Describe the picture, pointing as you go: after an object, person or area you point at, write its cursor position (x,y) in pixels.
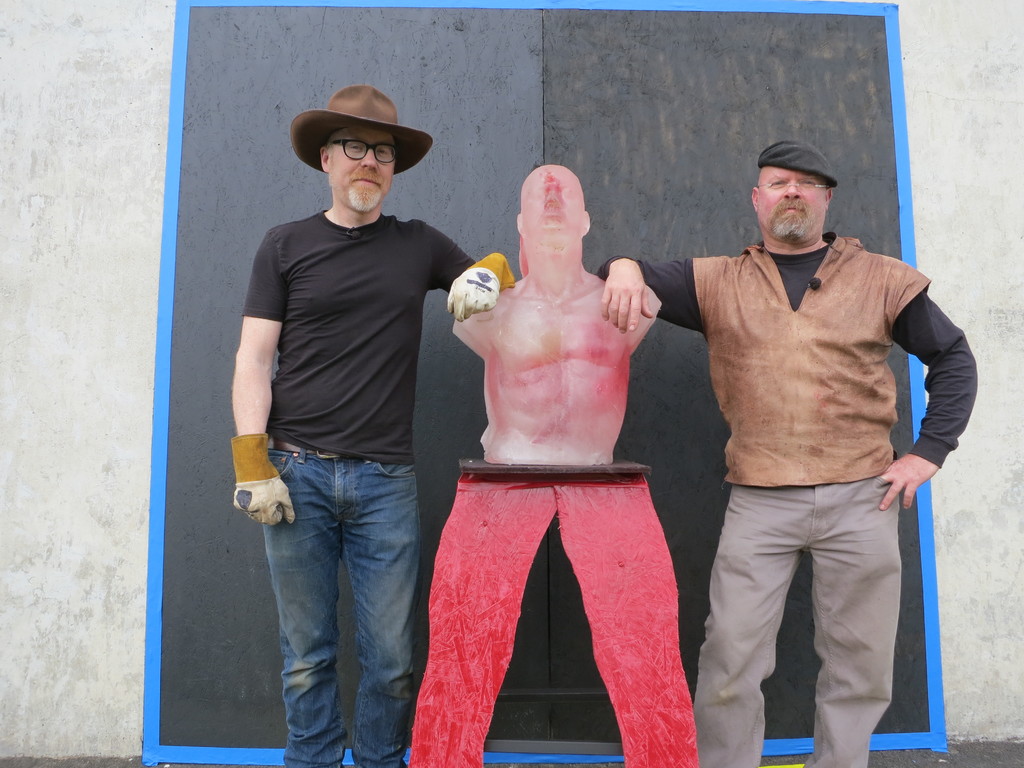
In this image we can see men (665,288) standing on the floor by holding a statue (573,276). In the background (68,549) there are walls (68,549).
